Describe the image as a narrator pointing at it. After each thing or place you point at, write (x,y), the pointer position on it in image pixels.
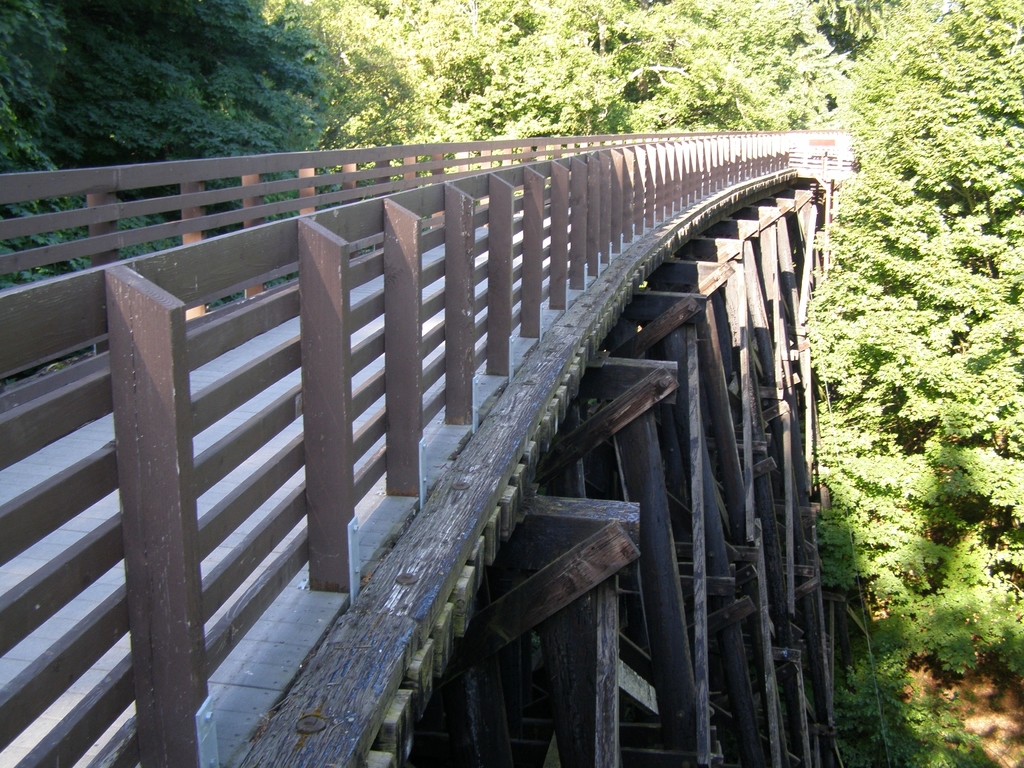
In this picture we can see wooden bridge (607,437), around we can see some trees (854,443).
